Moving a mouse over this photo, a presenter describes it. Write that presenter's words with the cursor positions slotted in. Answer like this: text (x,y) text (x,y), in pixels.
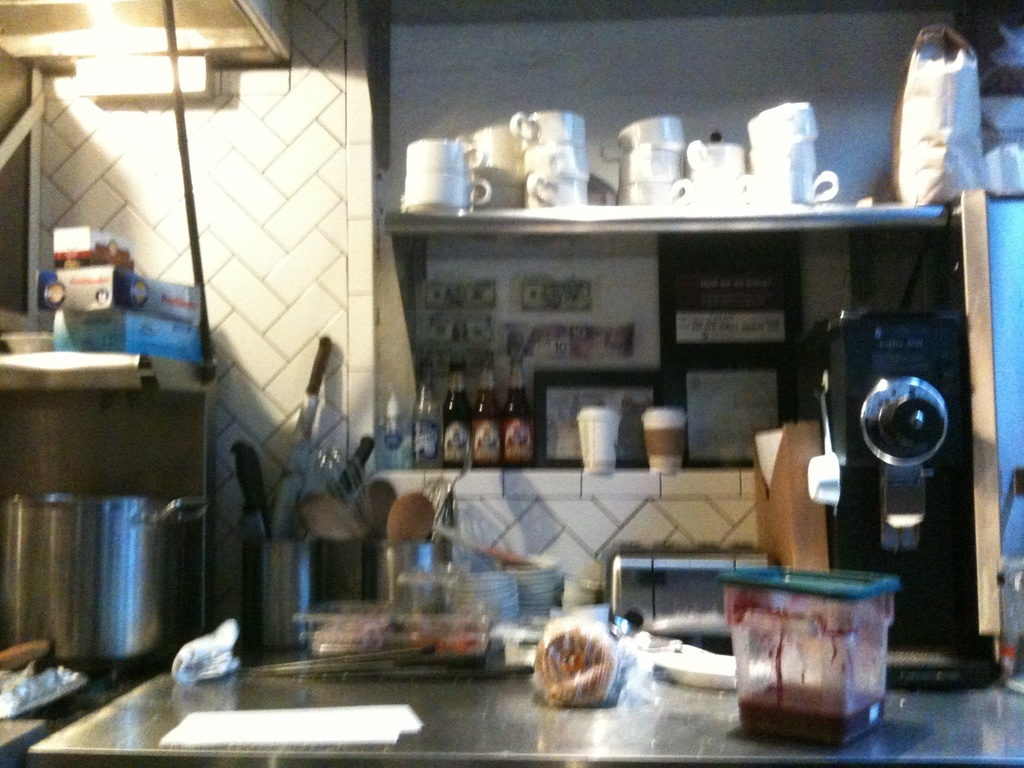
In this image there are plates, cups (598,442), knives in a knife stand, box (816,455), bottles (524,392), glasses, bag (929,162), cardboard boxes (139,296) and some other items (826,483) on the table (945,726) and racks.
